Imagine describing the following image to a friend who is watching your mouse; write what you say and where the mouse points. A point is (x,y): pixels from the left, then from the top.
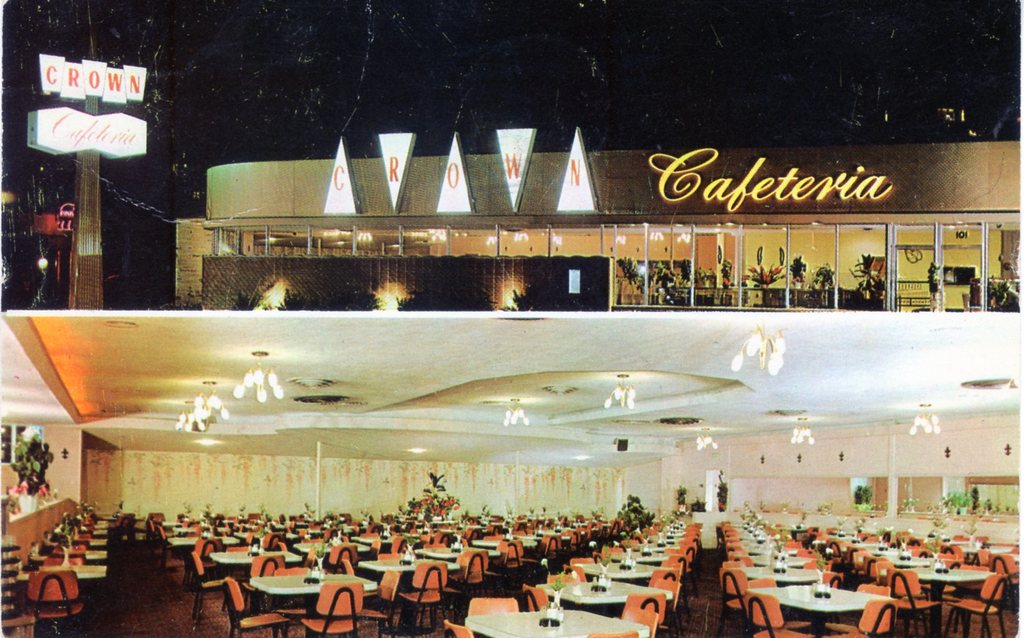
This image consists of a restaurant (738,299). It looks like the image is edited and made as a collage. At the bottom (608,547), there are many chairs (477,553) and tables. At the top (465,74), there is a sky (254,101).
